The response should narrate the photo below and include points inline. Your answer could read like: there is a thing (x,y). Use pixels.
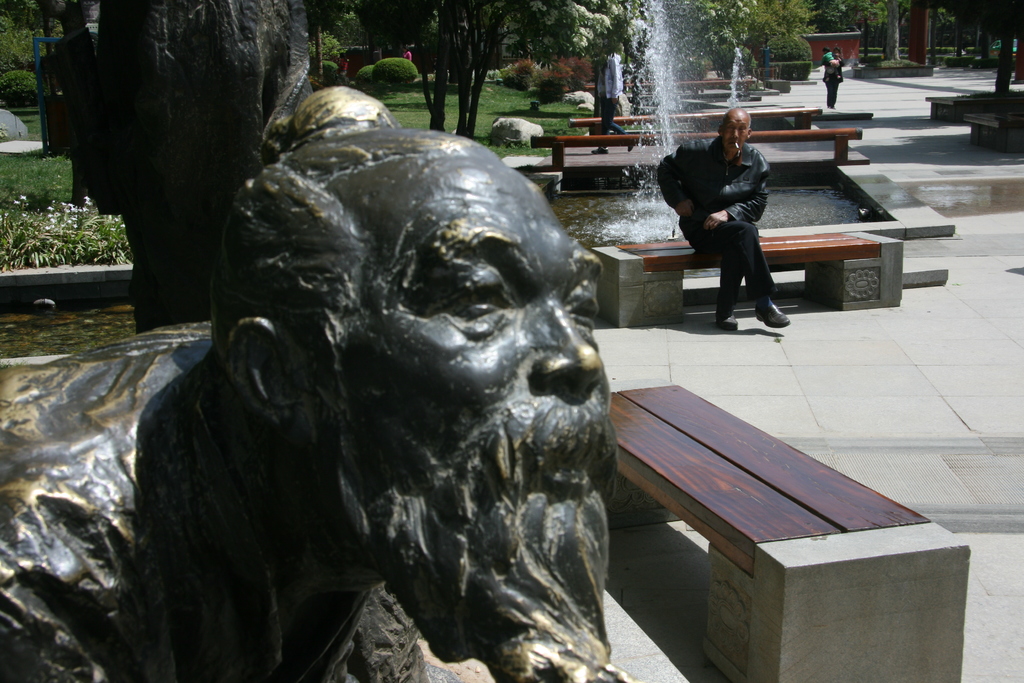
There is a statue (485,440) of a human being (360,401) in the picture. Beside him there is a bench (720,496). In the background (730,273) there is a man (723,191) sitting on the bench (784,247). We can observe some water fountain (798,195), stones (531,124) and some trees (566,21) here.
